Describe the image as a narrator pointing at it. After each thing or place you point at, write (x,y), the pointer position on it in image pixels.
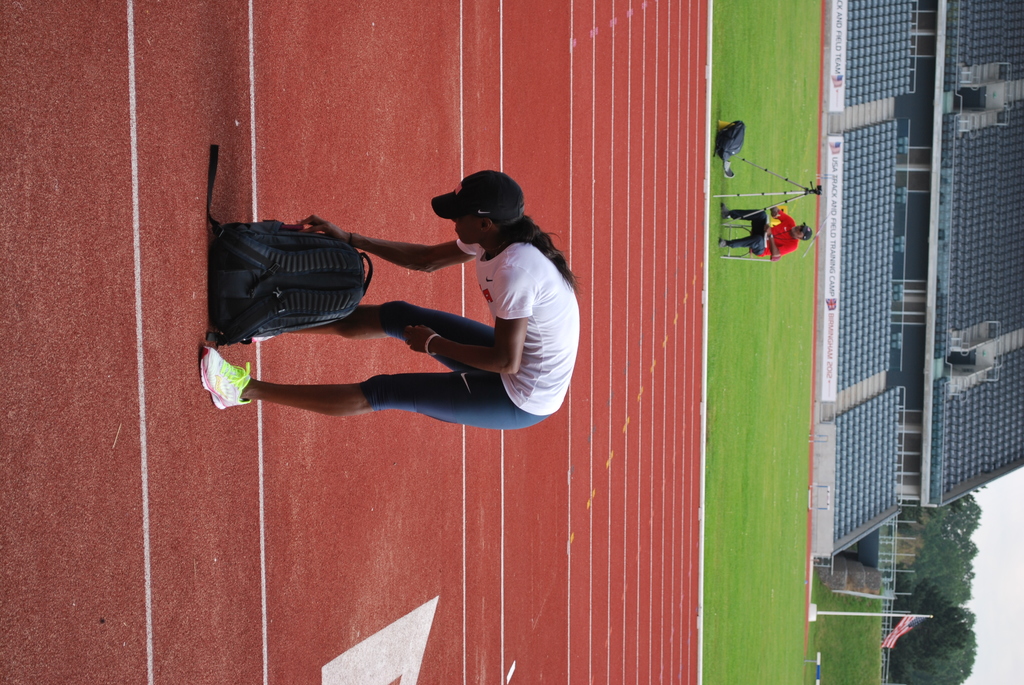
This is the picture of a stadium (493,545) were we can see a girl (547,330) is standing and packing her bag (297,292). Behind her one man (773,244) is sitting on chair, beside him one tripod stand (804,191) is there. Behind the man (790,236) sitting area (881,220) of the stadium (991,352) is there and bottom right of the image (928,611) trees (911,609) are present.
